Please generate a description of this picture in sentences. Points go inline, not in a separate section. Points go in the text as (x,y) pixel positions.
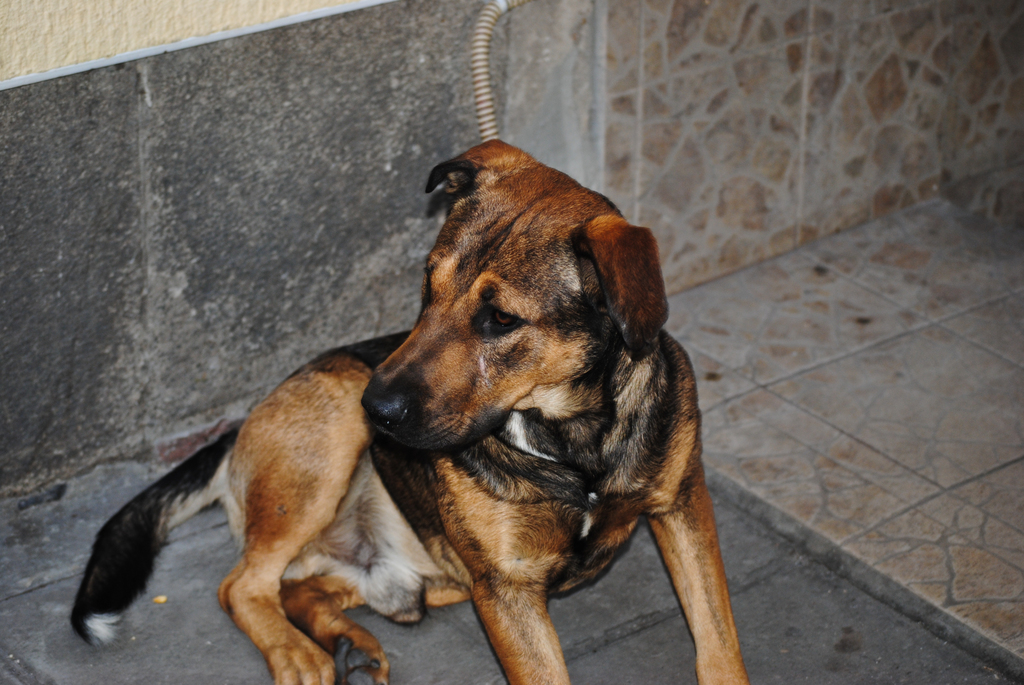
This image consists of a dog (360,365) in brown color. At the bottom (854,528), there is a floor (865,547). In the background (162,145), there is a wall (381,54).
